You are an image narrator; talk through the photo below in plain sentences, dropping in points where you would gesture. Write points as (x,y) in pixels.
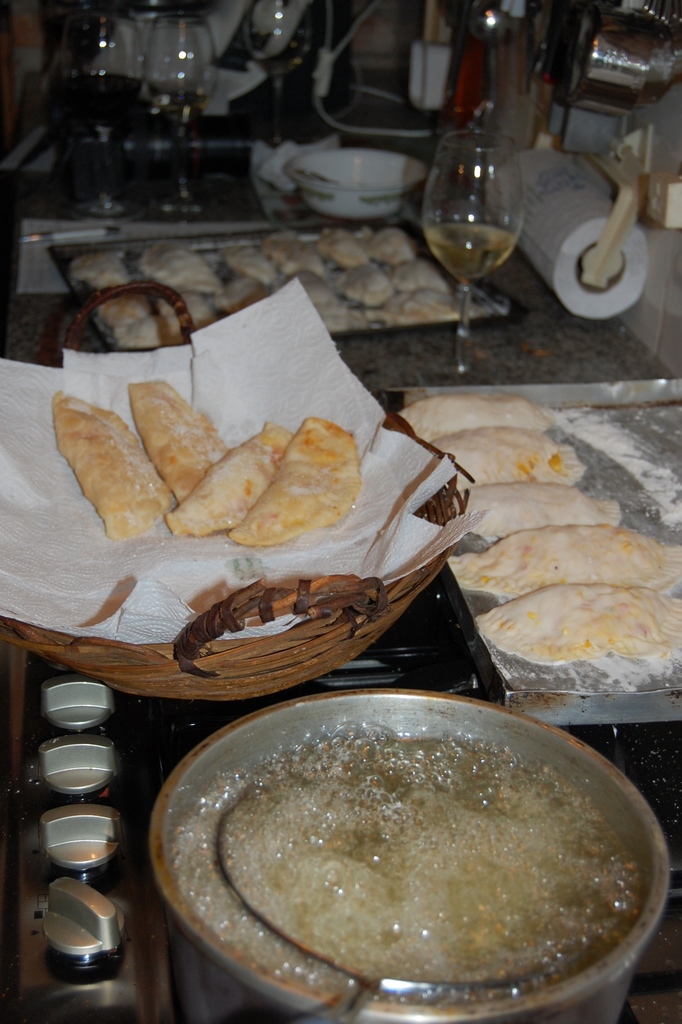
In this image we can see a stove (82,944), there is a metal object (212,999), there is food (327,429) in the basket (305,606) and in the tray (676,521). There is food (377,319) on the tray (419,300), there are glasses (463,289), crockery (301,193) and other objects (615,99) in the background (615,87).
